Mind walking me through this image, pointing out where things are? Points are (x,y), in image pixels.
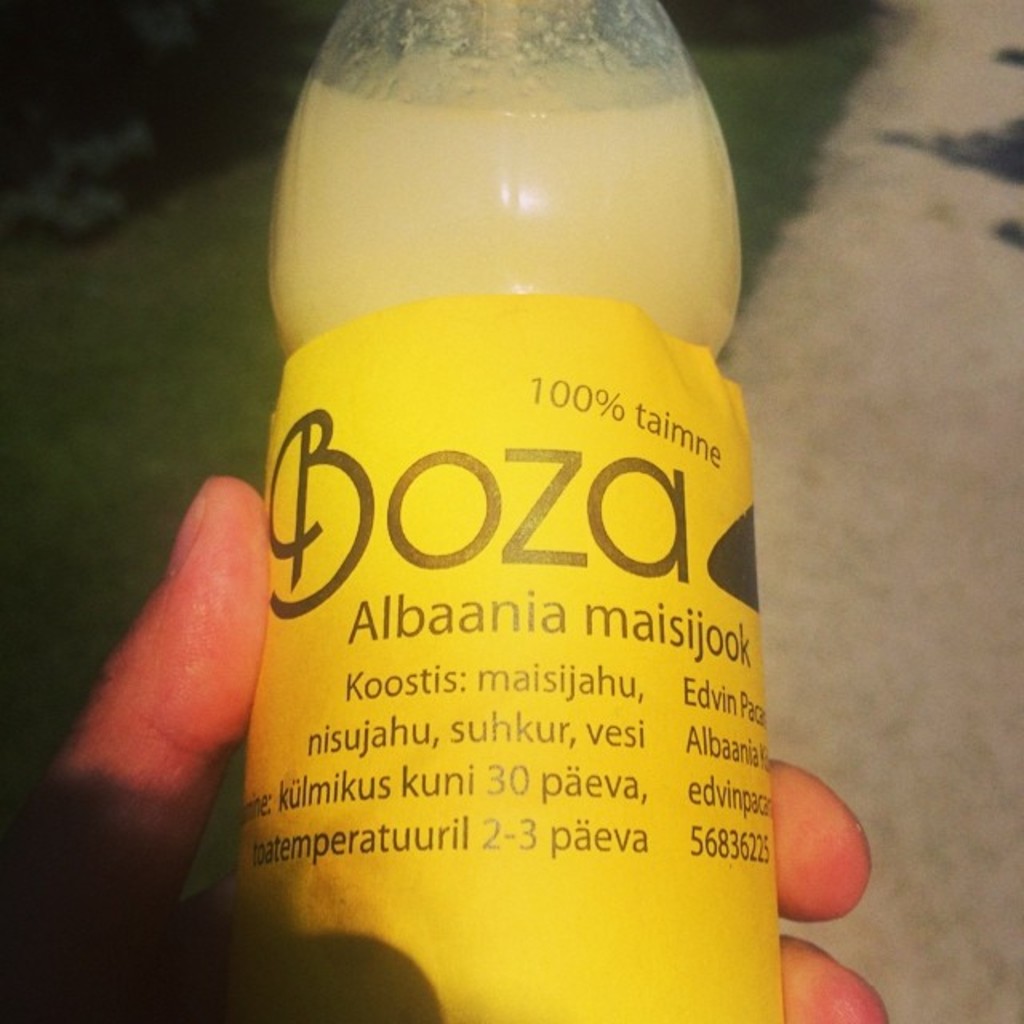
In this image there is a person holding yellow colored labeled bottle (528,422).
